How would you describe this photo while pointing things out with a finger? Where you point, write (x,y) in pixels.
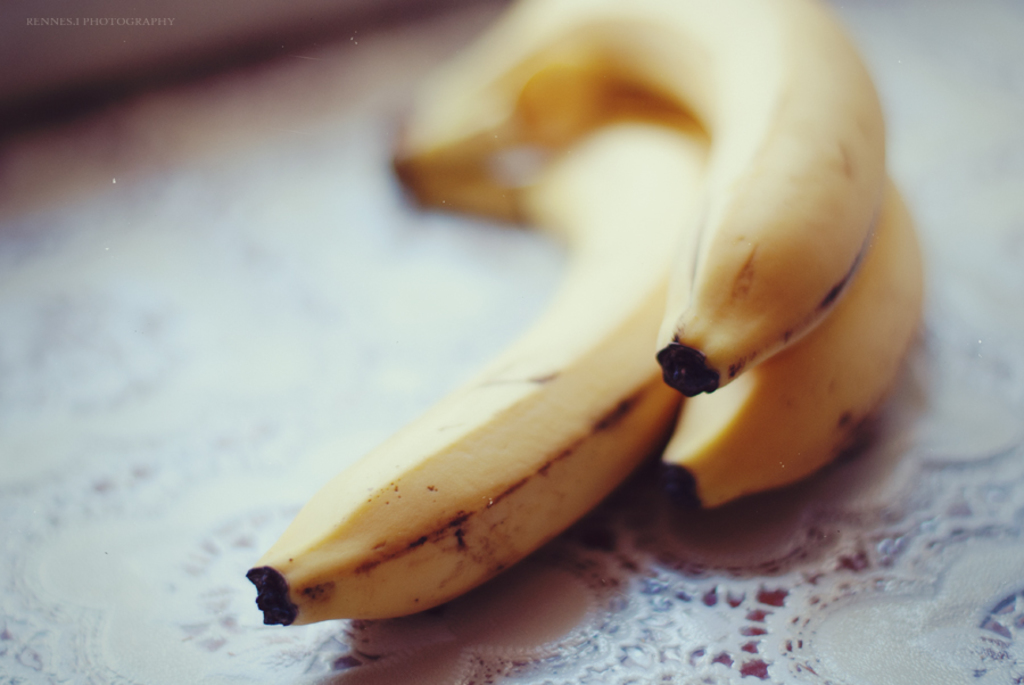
In this image I can see three bananas (761,298). They are in yellow and black color. Bananas (698,455) are on the white color cloth (795,631).
